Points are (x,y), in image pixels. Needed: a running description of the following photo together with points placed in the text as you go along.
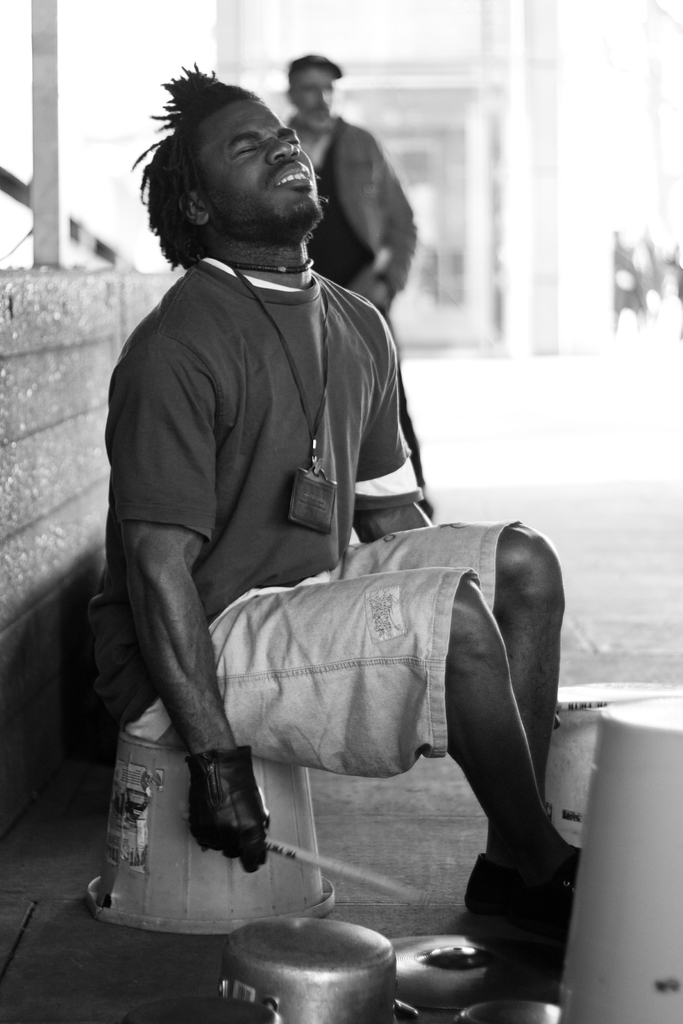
In this picture there is a man (208,401) sitting and holding the sticks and there are buckets (646,877) and utensils (413,978). At the back (650,335) there is a person (328,119) and there is a building (477,34) and there might be group of people (616,257). At the bottom (87,933) there is a road (624,545). On the left side of the image (33,516) there is a wall (70,535) and pole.
